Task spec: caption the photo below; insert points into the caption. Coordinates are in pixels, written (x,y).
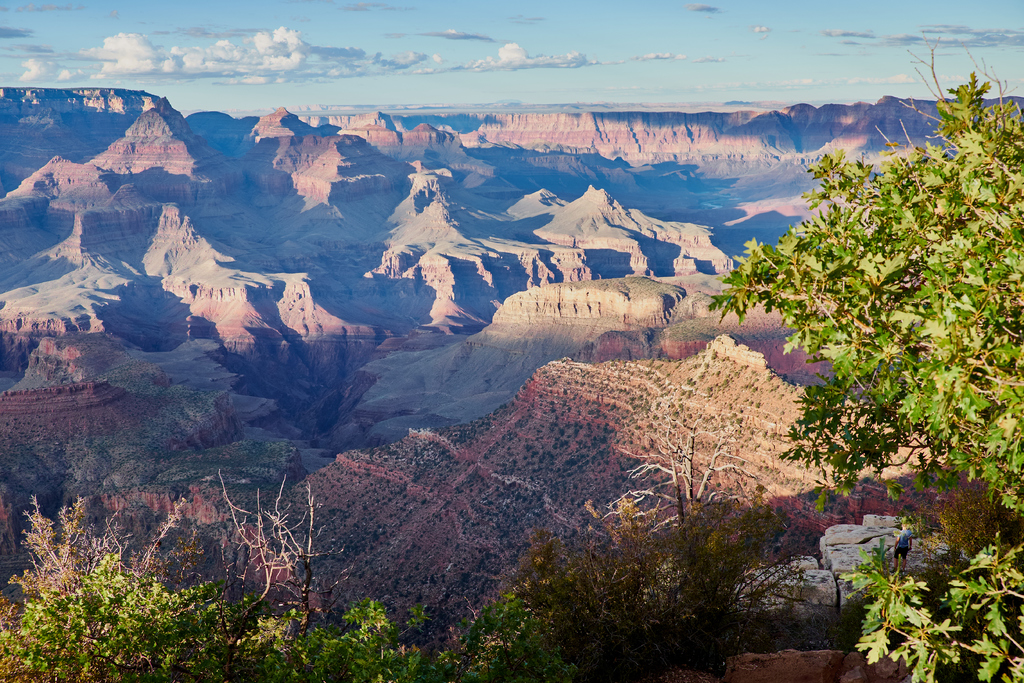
In the foreground of this image (840,625), there are trees (941,477). In the background (427,240), there are mountains (467,194), sky (457,44) and the cloud (285,54).
